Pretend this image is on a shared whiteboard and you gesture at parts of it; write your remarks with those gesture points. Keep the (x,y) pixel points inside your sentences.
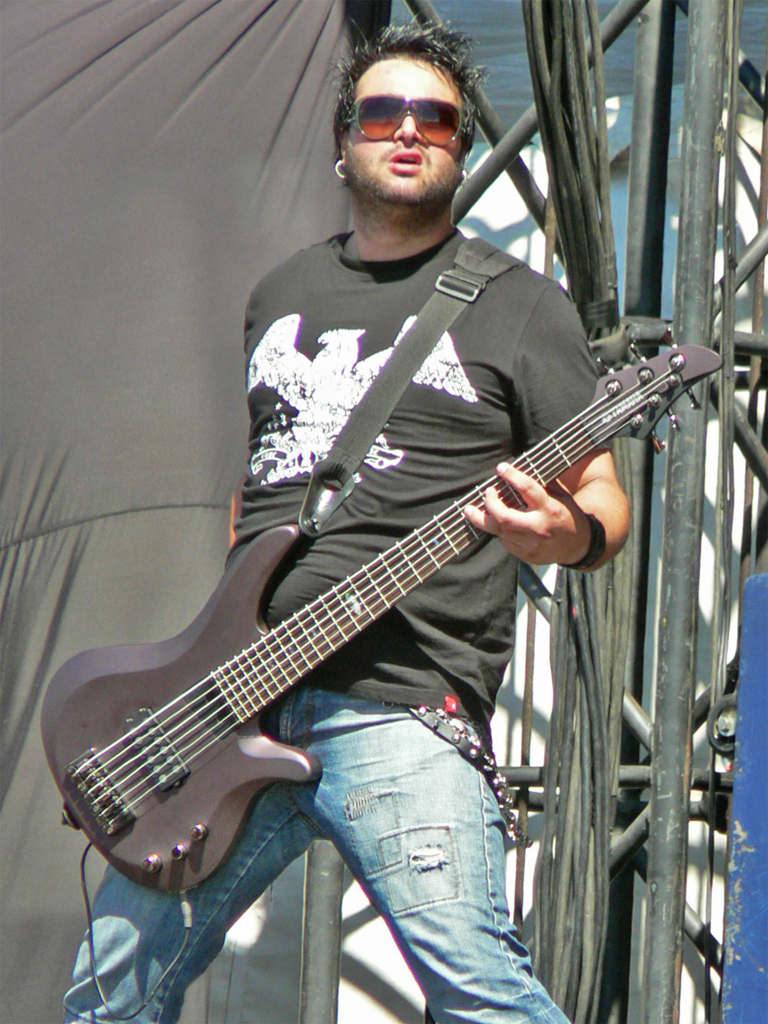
In this picture we can see man (297,563) wore goggle (364,117) holding guitar (603,427) with his hand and standing and in background (714,319) we can see pole (689,132), curtain (215,136), wires (571,794).
